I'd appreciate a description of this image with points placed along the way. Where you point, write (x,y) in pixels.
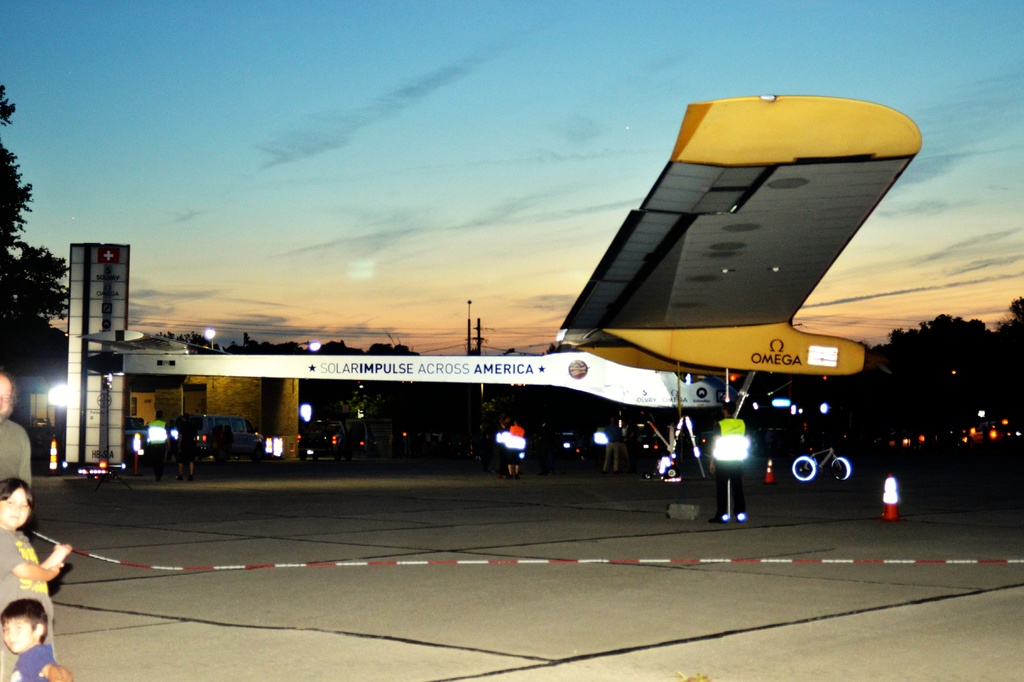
In this image in the center (563,359) there is some object (405,380), and in the background (744,458) there are a group of people (731,455) cycles (827,462), vehicles (329,436), trees (476,411), poles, wires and on the left side (4,415) there are three persons (17,444) standing. And there is one board (102,283) and some barricades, at the bottom (625,573) there is a walkway (606,541) and chain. At the top (451,193) there is sky (472,178).
